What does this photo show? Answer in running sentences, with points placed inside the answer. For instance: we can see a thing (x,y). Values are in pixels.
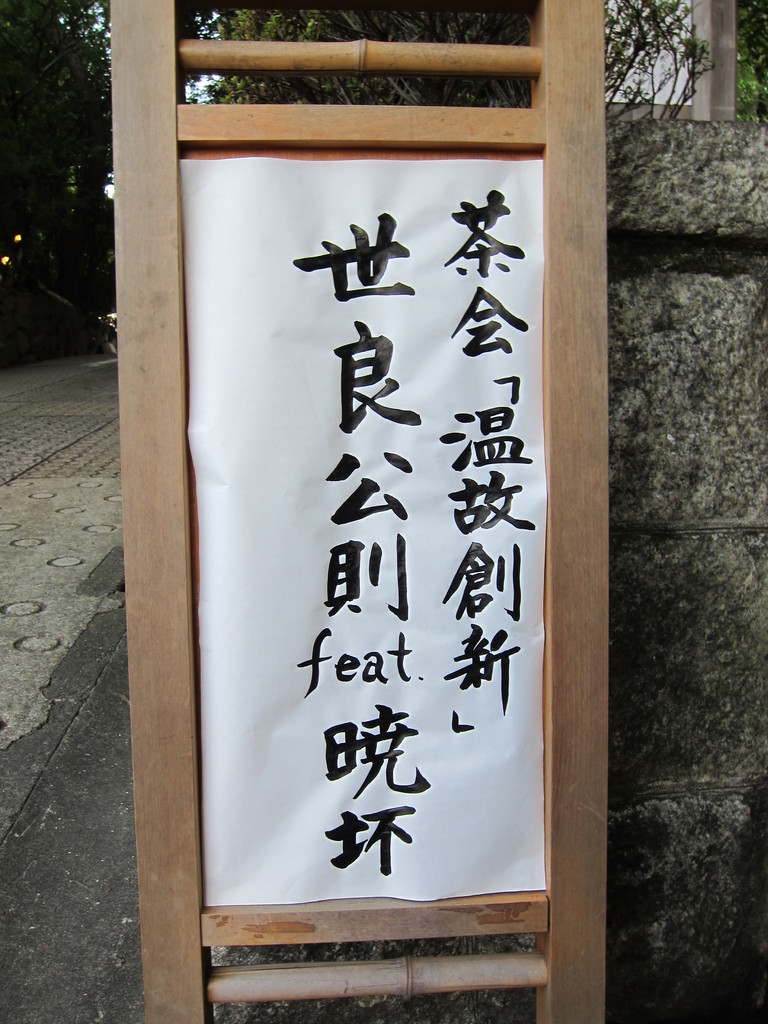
In this image there is a board (387,349) on that board (422,379) there is some text (384,340), in the background (34,132) there are trees (49,131) and a pavement (115,596).
